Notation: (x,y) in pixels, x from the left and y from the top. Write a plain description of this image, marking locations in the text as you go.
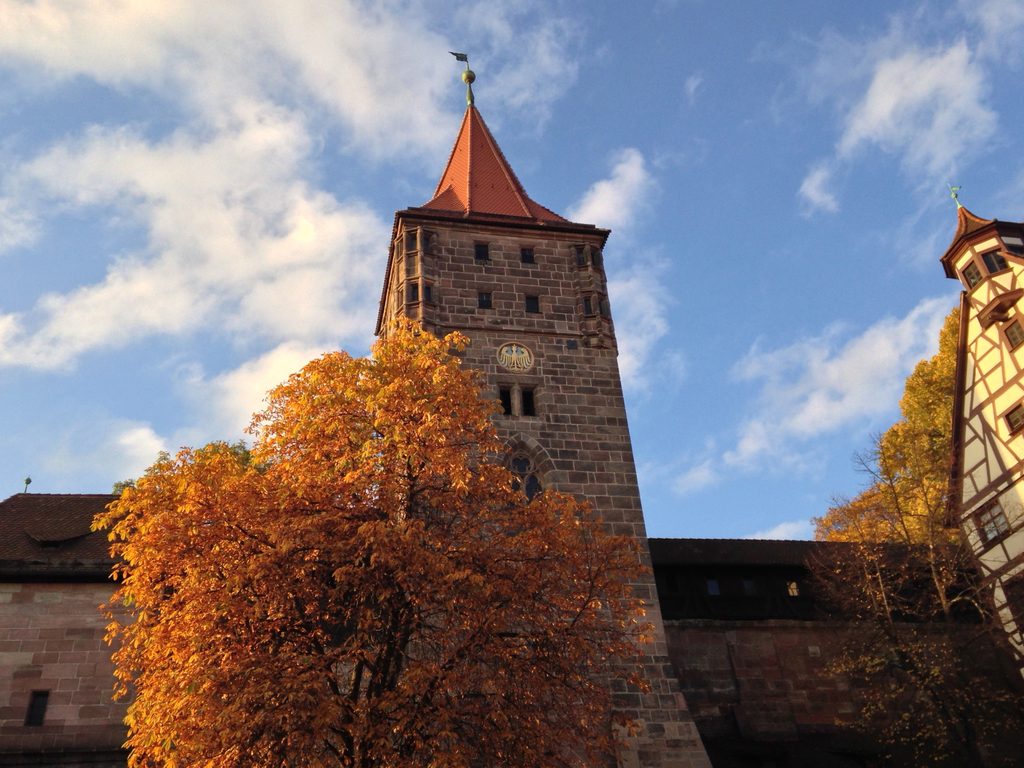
In this image there are some buildings (1002,500) and towers (530,409) and also there are some trees (438,561), at the top of the image (190,229) there is sky (254,290).
